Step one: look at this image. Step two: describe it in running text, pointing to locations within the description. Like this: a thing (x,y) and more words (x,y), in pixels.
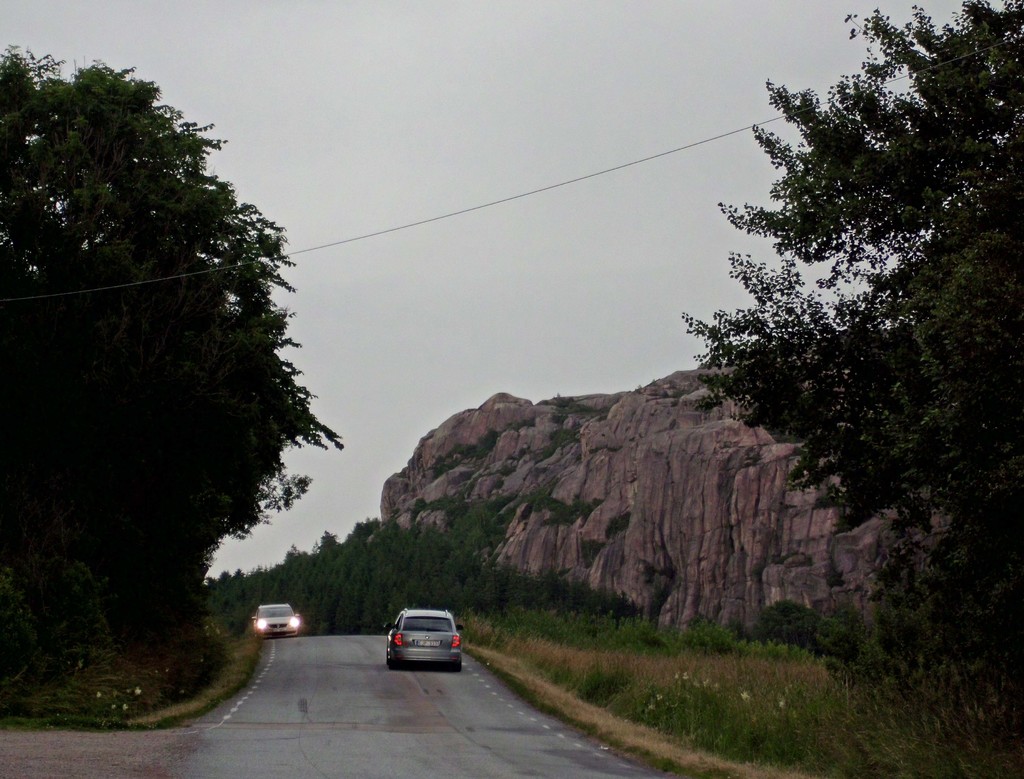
This picture is clicked in the outskirts. Here, we see two cars (446,645) moving on the road (267,666). On either side of the road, we see grass (569,666) and trees (326,594). On the right side of the picture (757,548), we see a rock (753,493). At the top of the picture (565,152), we see the sky (500,240).
